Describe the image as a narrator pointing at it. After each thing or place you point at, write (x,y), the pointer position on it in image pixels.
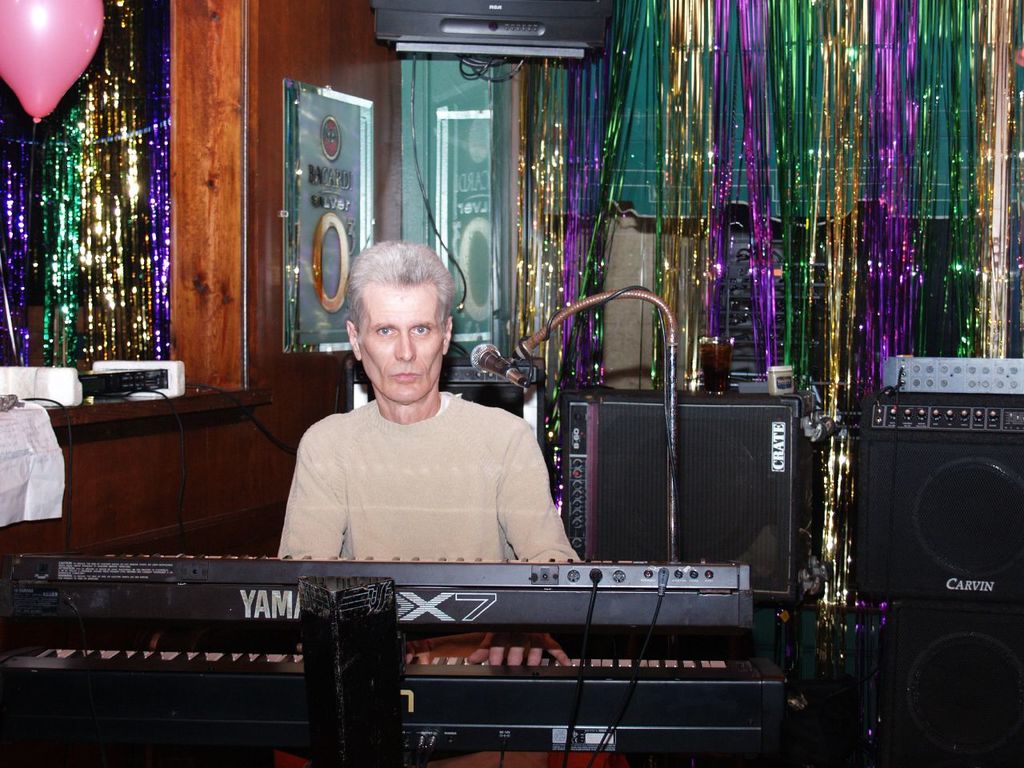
In this image, a person (301,545) is sitting on the chair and playing keyboard (421,606). On the left (96,255) and right side (980,29), decorations (911,131) are visible. The walls (217,305) are brown in color. In the right bottom (858,562), speakers (944,471) are visible. This image is taken inside a room (386,577).
